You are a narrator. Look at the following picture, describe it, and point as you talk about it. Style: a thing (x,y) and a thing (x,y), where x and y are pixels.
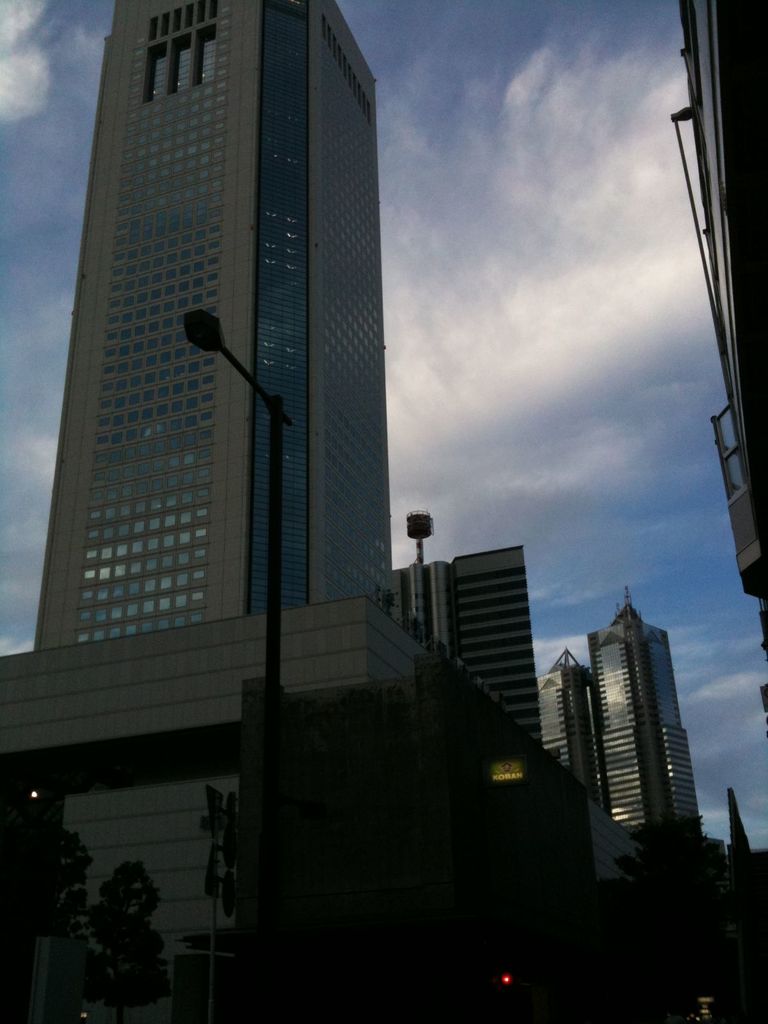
In the image there are skyscrapers (253,435) in the middle (462,639) with trees (33,863) in front of it and above its sky (572,279).
